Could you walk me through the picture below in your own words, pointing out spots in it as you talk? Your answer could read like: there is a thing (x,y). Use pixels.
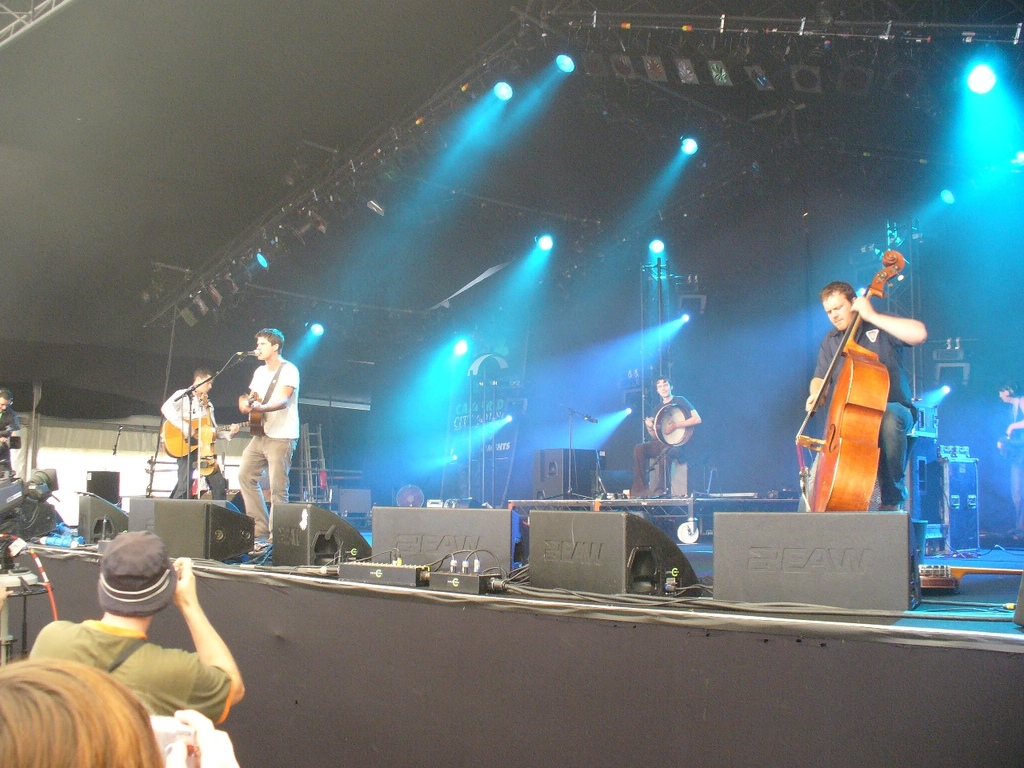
On this stage (706,577) these four persons (281,417) are playing musical instruments (834,442). On top (496,102) there are focusing lights (508,87). This are devices (613,547). On this stand (21,581) there is a camera (54,474). This man (112,594) wore cap (108,604) and holding a mobile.
